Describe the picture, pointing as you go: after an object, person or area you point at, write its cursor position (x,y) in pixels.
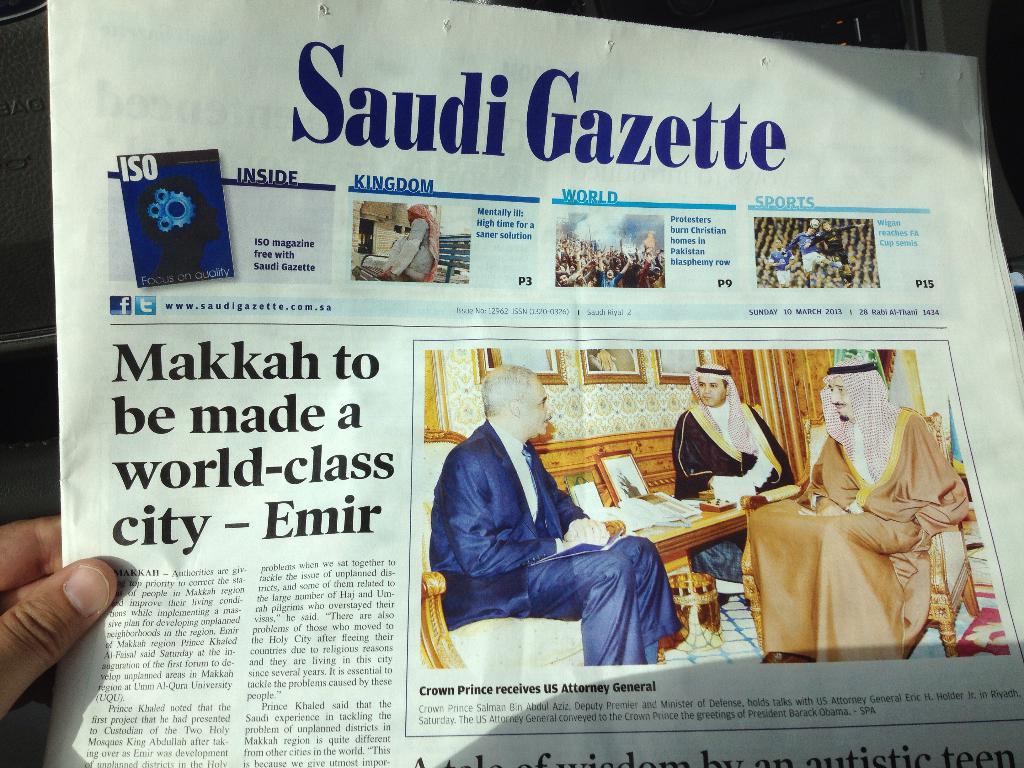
In the image there is a newspaper (186,336) with two arab men (725,486) and a man (505,530) in suit (470,595) sitting on sofa (426,618) and text (751,712) all over the paper (411,694).
